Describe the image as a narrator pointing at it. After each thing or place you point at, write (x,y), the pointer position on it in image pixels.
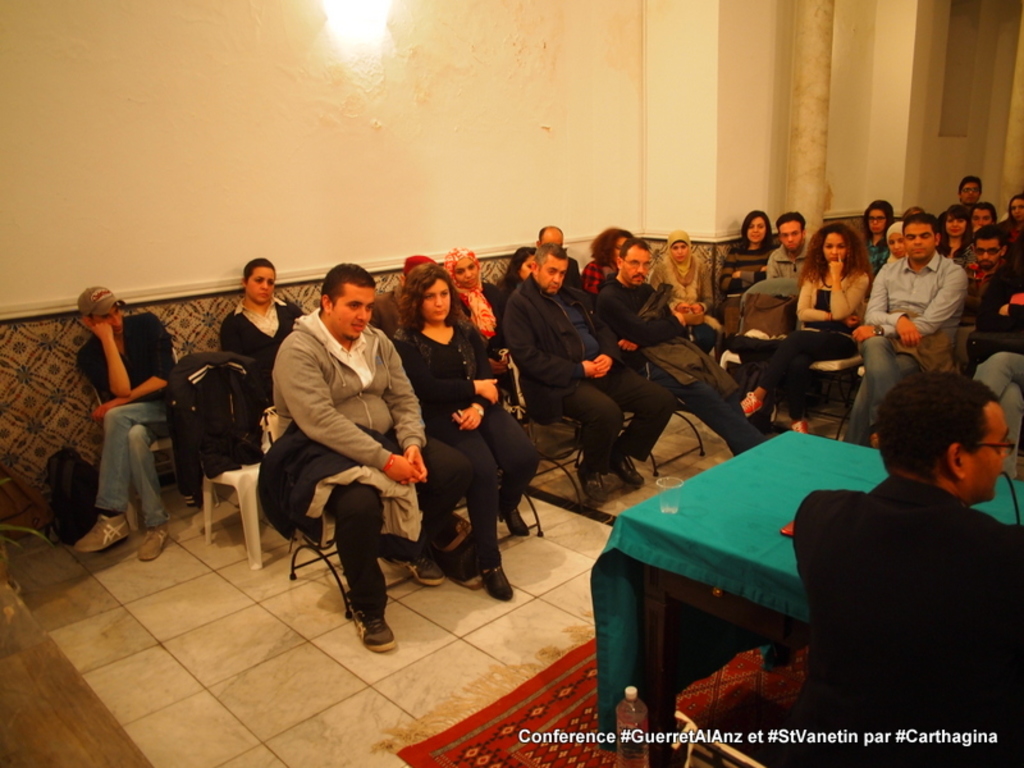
Here we can see few people (590,449) sitting on the chairs (557,477). On the right (904,613) there is a man (916,600) sitting on the chair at the table (773,597) and on the table (764,561) we can see a transparent glass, microphone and an object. In the background (438,196) we can see a light (362,16) on the wall (208,230) and there is a pillar (796,110) over here.
